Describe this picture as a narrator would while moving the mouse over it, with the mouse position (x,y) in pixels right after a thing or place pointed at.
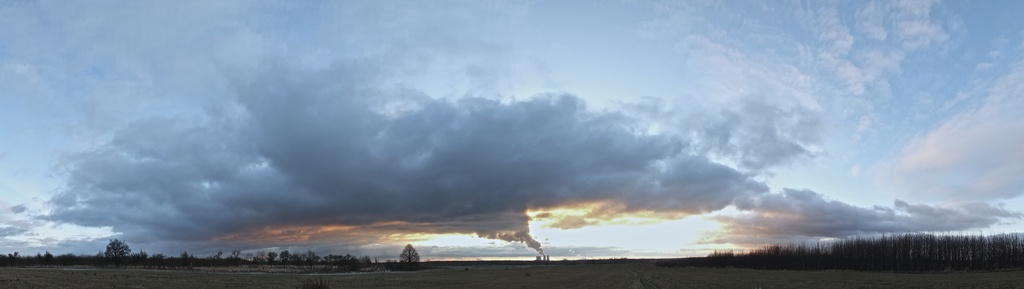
In this picture we can see smoke (536,249) coming out from the outlet (546,258). And on the left side of the picture (150,260) we can see many trees (282,262). And on the background (714,118) there is a sky (843,131) with heavy clouds (830,220).
